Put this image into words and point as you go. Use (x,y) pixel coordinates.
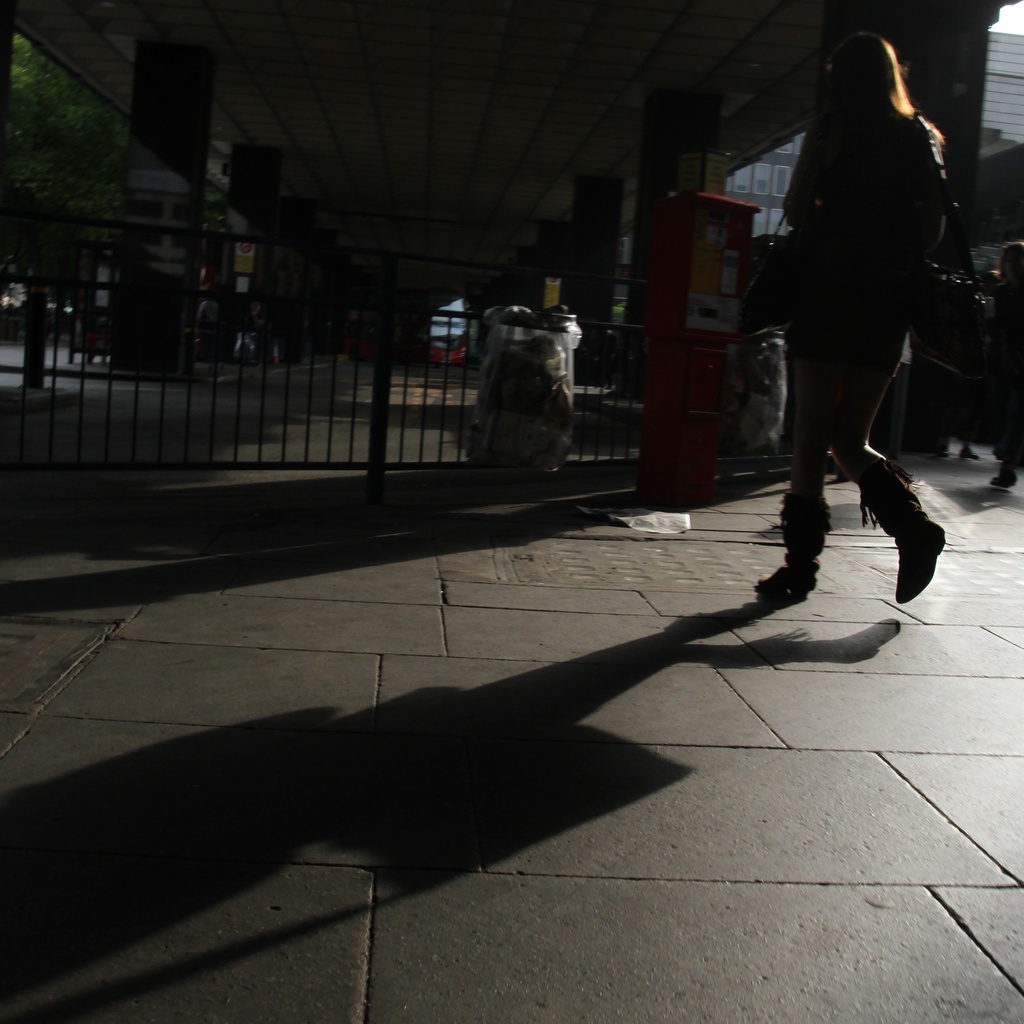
In the image there is a person (803,460) walking on the floor (718,610). In front of that person (916,115) there is a shadow (270,793) on the floor (126,793). Beside the person (901,122) there is a railing (54,312) with rods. In the background (137,213) there are pillars (602,310), trees (64,122) and many other items (998,54).
